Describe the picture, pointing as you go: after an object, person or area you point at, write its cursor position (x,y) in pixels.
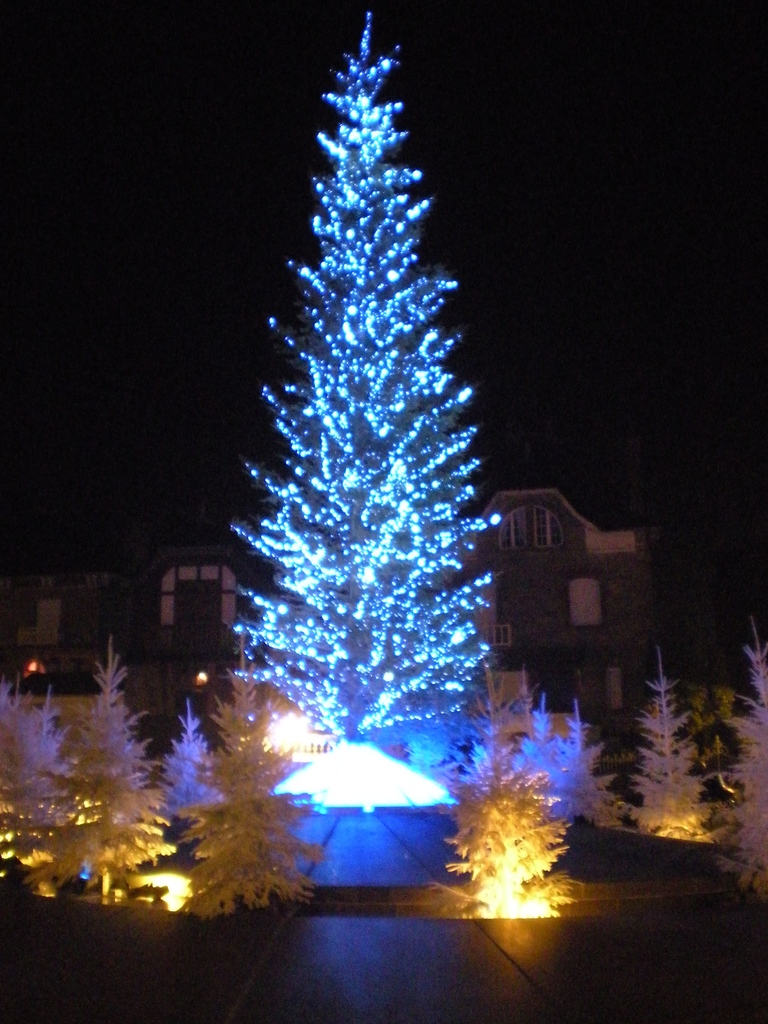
In this picture there are decorative plants (234,684) in the center of the image (353,647) and there are houses (163,599) in the background area of the image (156,603).
